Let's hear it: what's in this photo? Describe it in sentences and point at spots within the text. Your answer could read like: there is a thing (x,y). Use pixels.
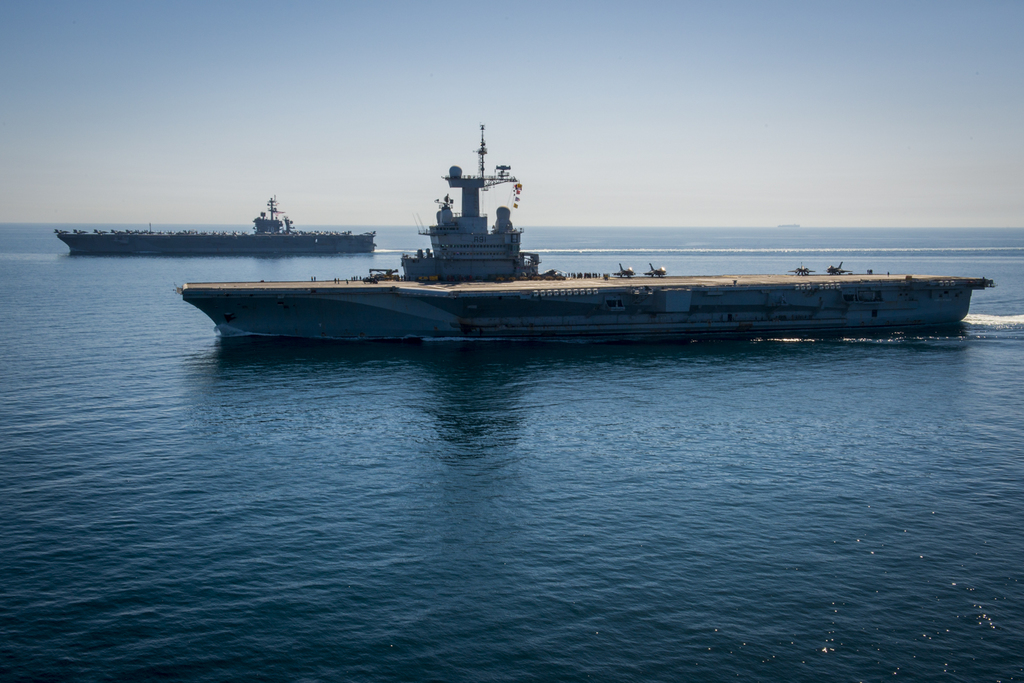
This picture contains two steamers (458,240) sailing in the water (361,362) and this water (529,514) might be in a sea (667,524). At the top of the picture (454,141), we see the sky (564,194).
